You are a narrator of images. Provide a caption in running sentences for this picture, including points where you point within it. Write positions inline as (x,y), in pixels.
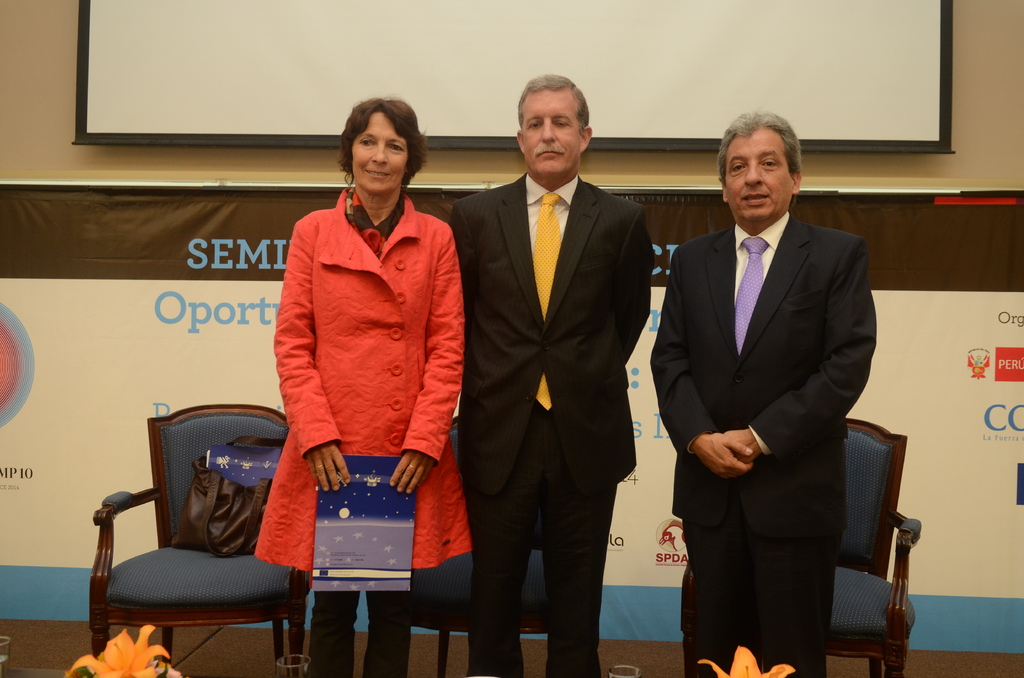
In this image I can see three person (608,369) standing. On the chair (132,568) there is a bag (228,487). At the back side (224,220) there is a banner (142,314) and a screen (191,85).
